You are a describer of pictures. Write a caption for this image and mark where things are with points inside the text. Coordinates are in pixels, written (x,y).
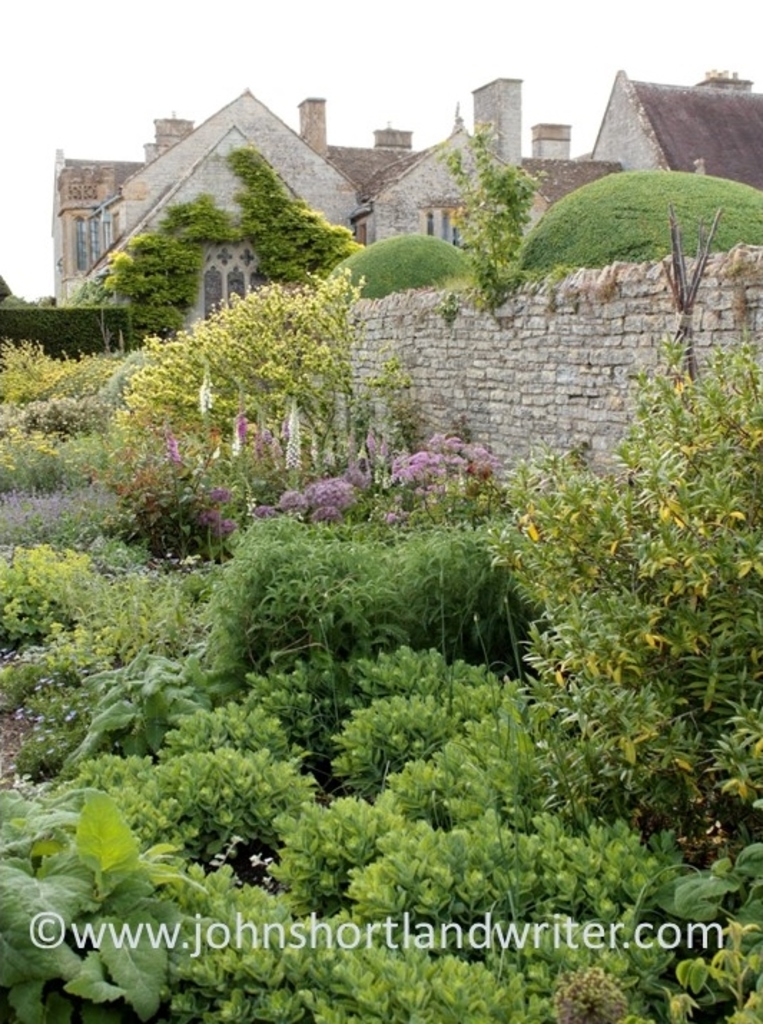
In this image I can see number of green colour plants (372,599), a building (393,195) and here I can see watermark (44,919).
